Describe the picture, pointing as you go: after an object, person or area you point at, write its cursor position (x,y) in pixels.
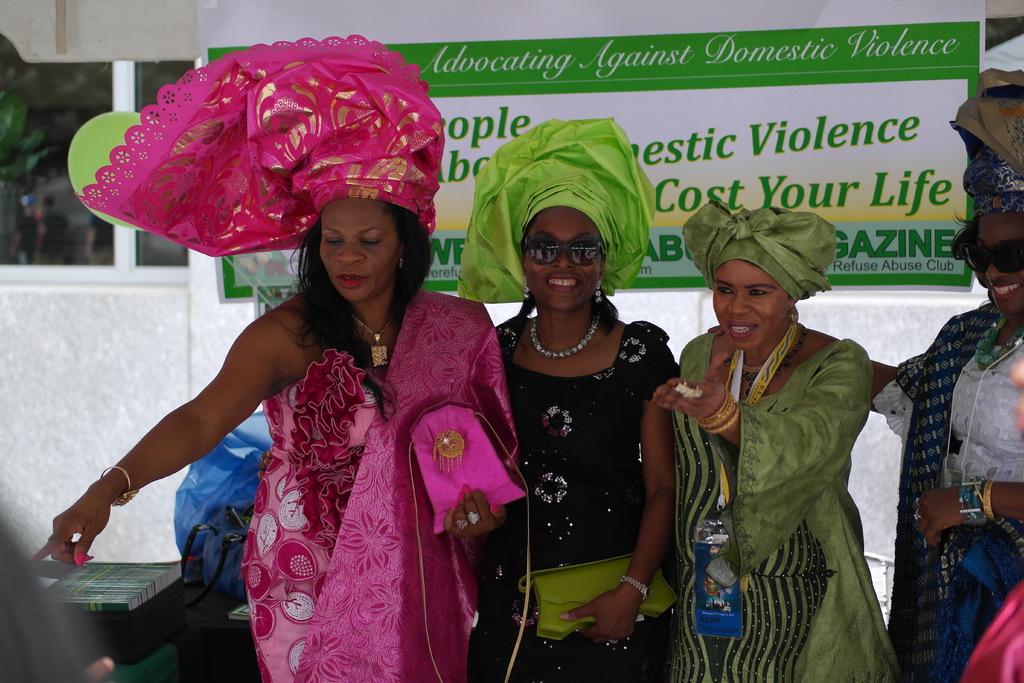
In this picture I can see few people (527,407) are standing and they wore few clothes (435,165) on their heads (1014,232) and I can see a woman (660,334) wore sunglasses (533,244) and I can see a banner (758,92) on the back (857,124) with some text (870,130) and I can see tree (27,169) and I can see a book (75,592) on the left side (159,590) and a polythene bag (235,502) on the back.
